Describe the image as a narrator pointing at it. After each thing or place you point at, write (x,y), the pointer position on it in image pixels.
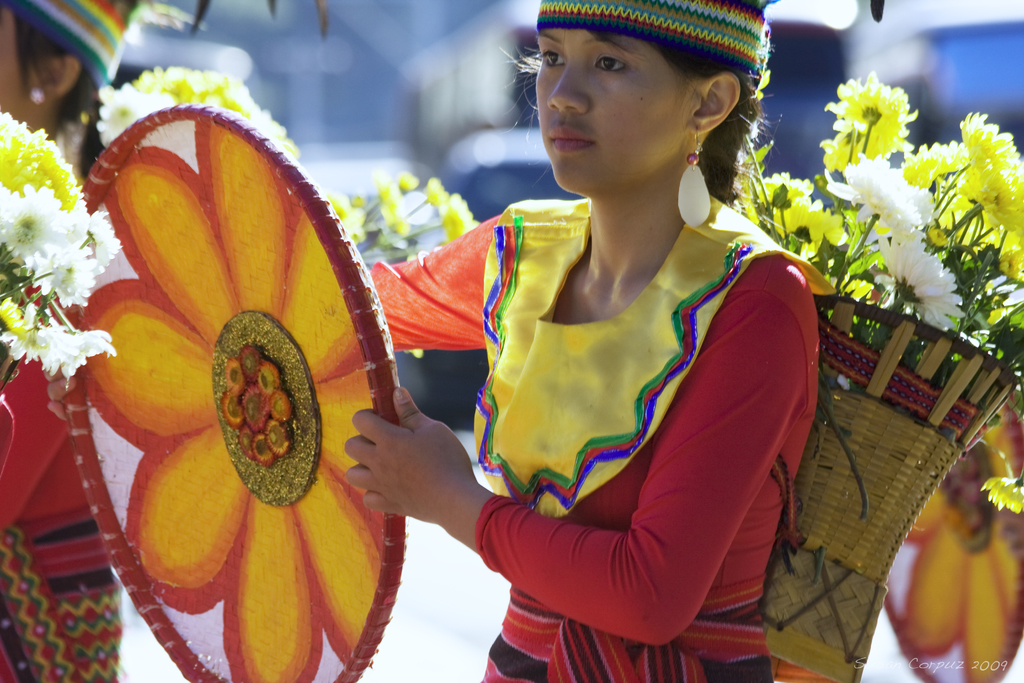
In this image we can see a two persons (629,442) walking. They are carrying flowers (934,208) in the basket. One of the lady (650,495) is holding some object (293,305) in the hand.
